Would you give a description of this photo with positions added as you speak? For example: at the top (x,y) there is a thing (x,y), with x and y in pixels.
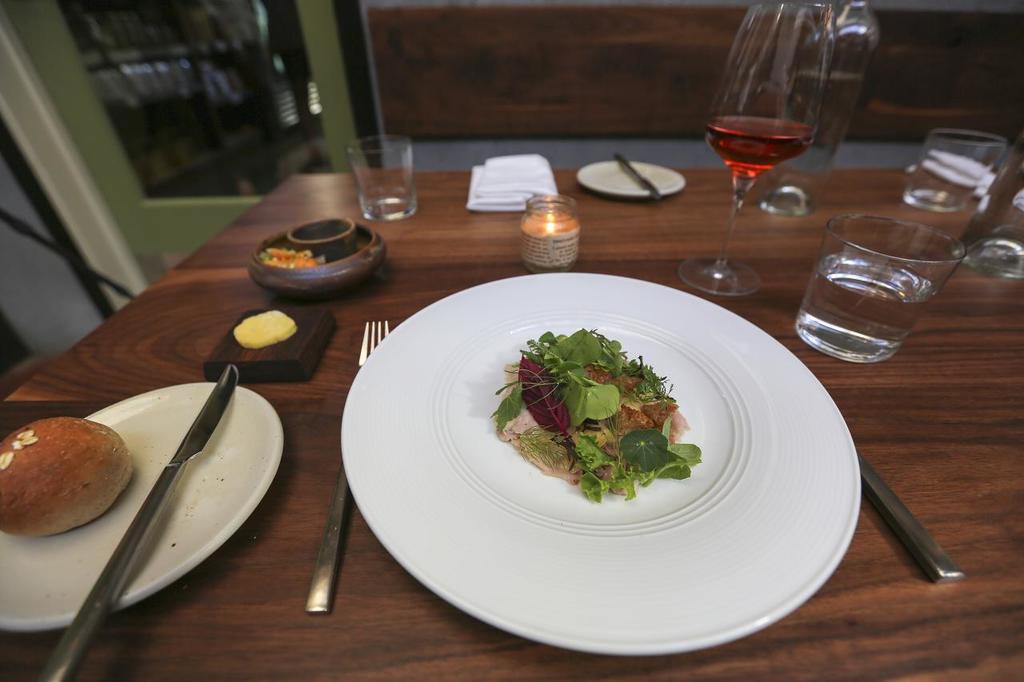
In this image I see a table (198,329) on which there are 2 plates (516,355) and food (581,340) in it and I can also see there is a knife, a fork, few glasses (979,137) and a napkin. In the background (516,147) I see the wall (1016,128).
